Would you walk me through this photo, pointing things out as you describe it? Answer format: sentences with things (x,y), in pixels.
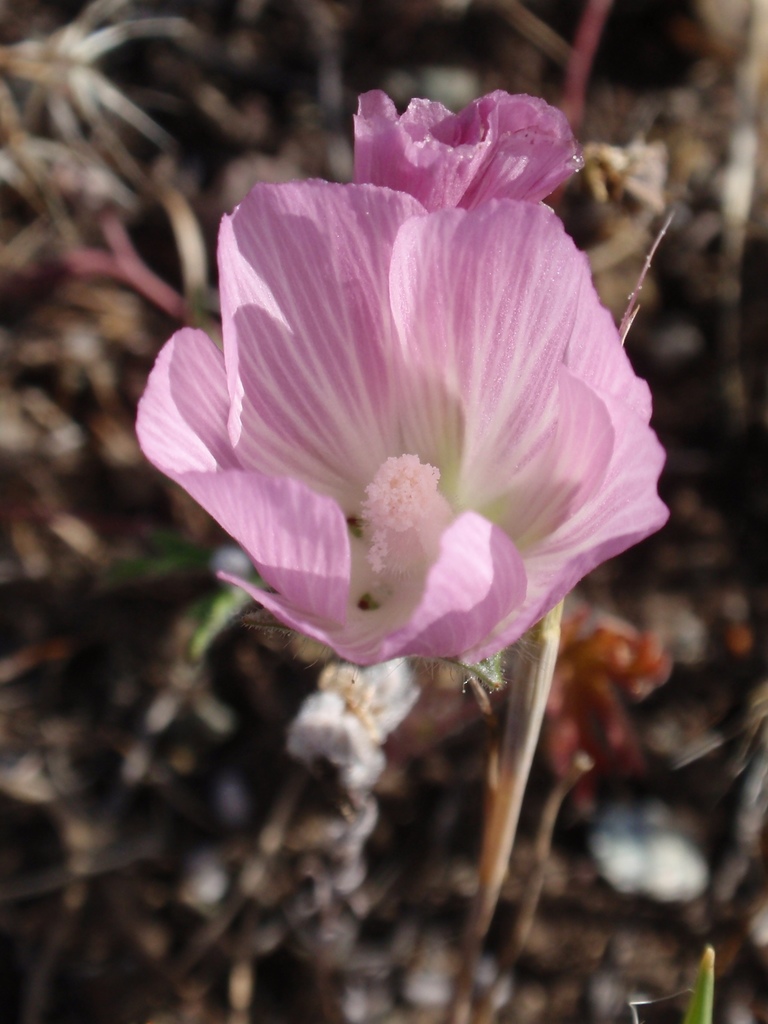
In this image I can see pink and white color flower (314,367). Back I can see brown color and blurred background (537,68).
